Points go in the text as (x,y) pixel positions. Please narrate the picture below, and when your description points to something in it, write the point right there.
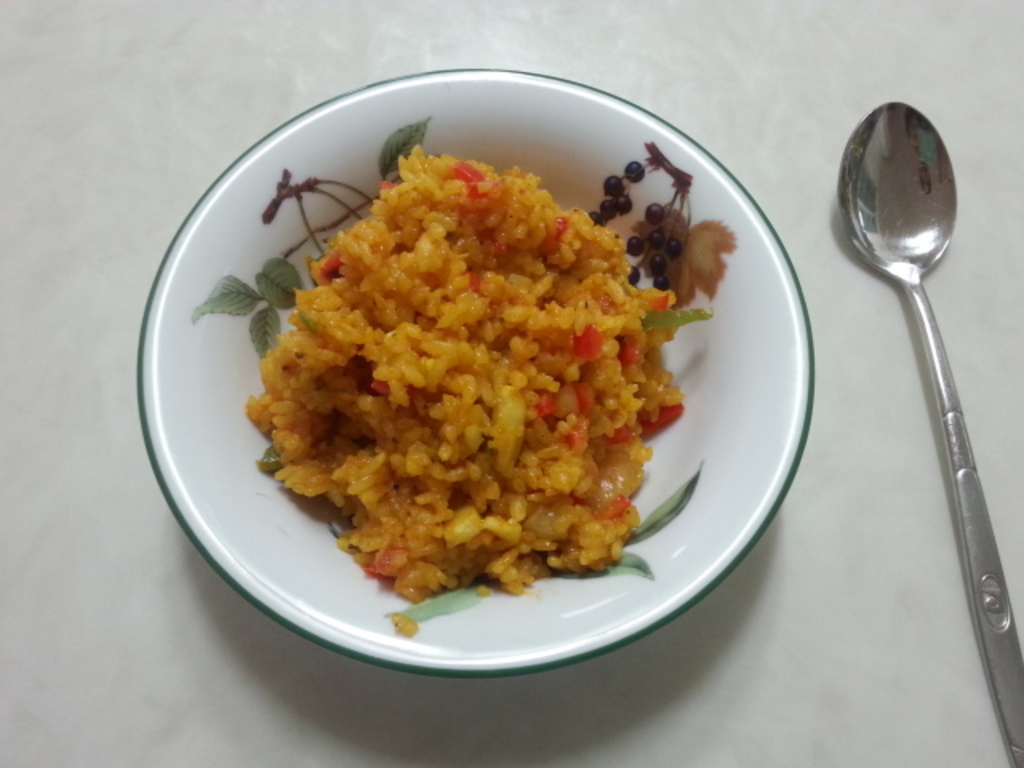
In the picture we can see a bowl (695,397) on a white surface (791,654) with rice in it and beside the bowl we can see a spoon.
